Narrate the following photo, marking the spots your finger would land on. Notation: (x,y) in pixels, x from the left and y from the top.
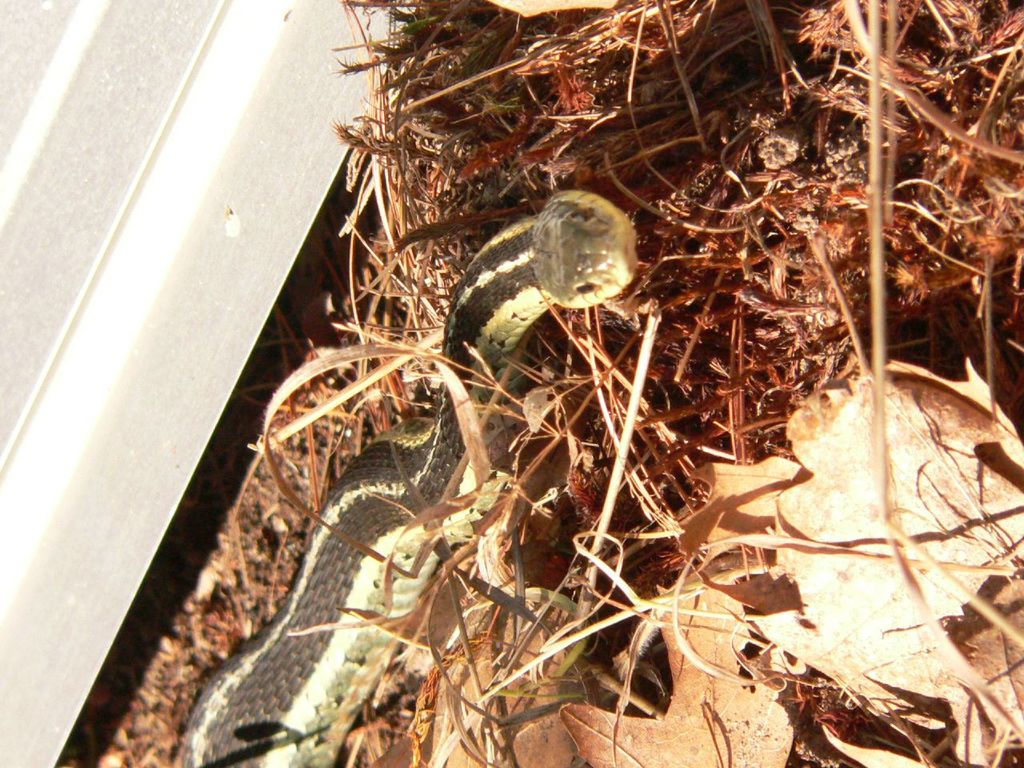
In this image I can see snake (198,754) on the dry grass (368,700) beside the wall (39,432).
